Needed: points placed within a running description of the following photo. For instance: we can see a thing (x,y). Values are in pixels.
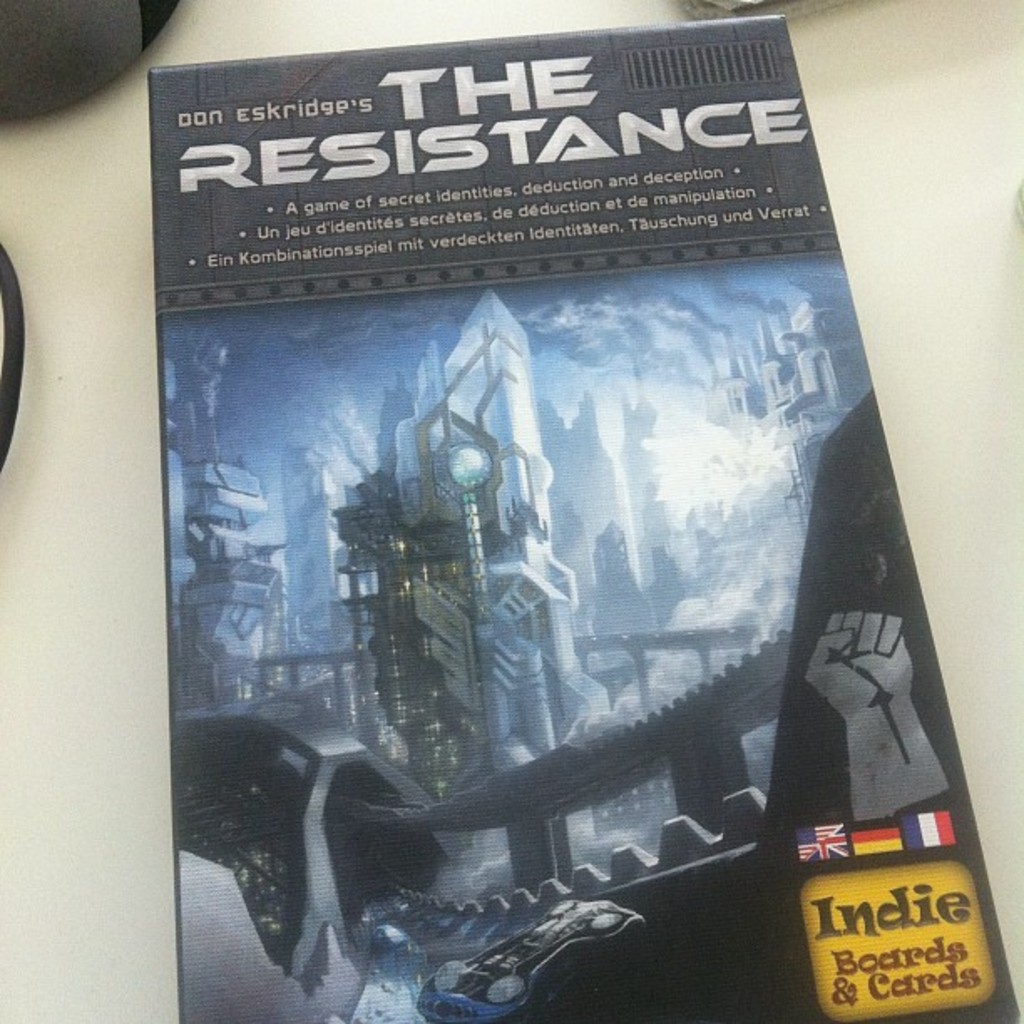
In the foreground of this image (648,471), there is a poster (549,527) on which text (520,138) written on it as "The resistance" and this poster (775,405) is placed on a table (956,258). On left (15,357), there is a cable (8,296) and grey colored object (96,49).
